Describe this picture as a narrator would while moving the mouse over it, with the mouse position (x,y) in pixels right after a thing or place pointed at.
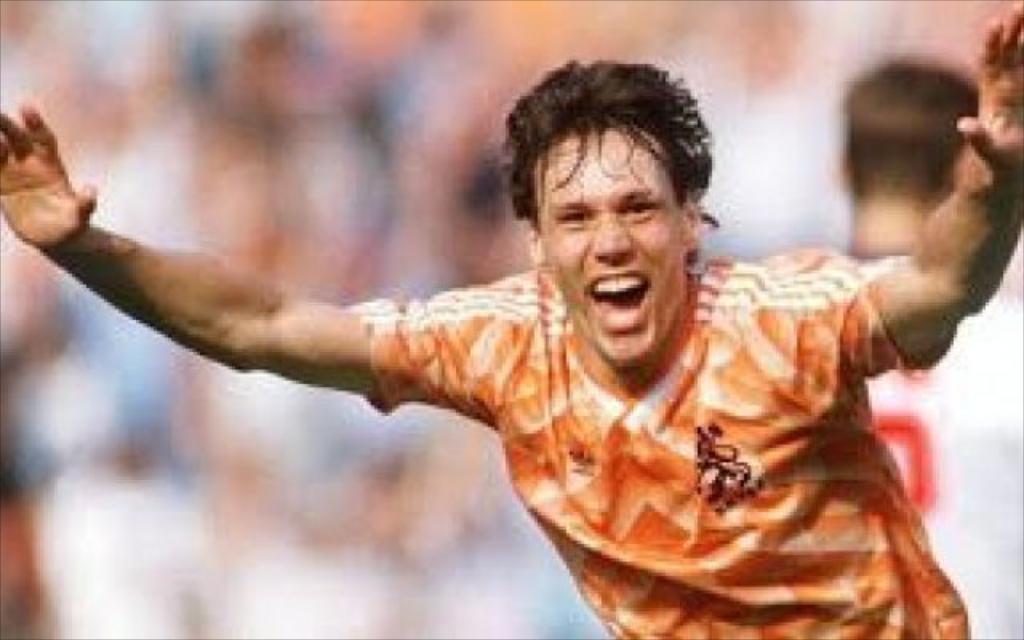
In this image, I can see two people (671,513) in the jerseys (600,471). Behind the people (773,360), there is a blurred background (297,136).
